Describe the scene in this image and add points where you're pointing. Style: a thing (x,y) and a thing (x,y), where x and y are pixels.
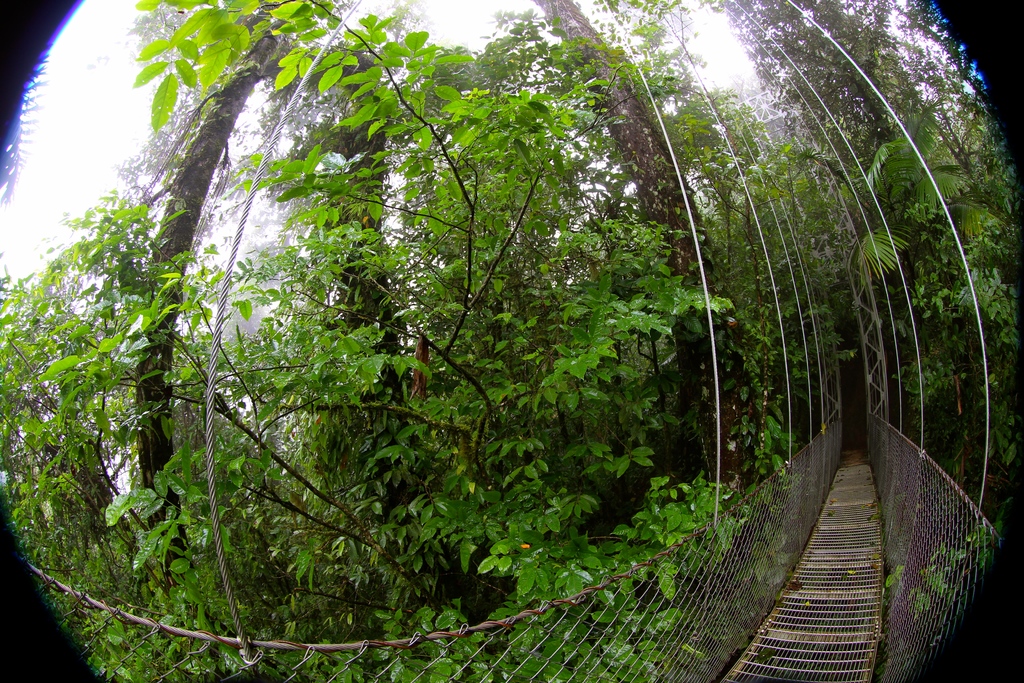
In this image there is a bridge (732,539) having fence (918,623). Background (75,341) there are few trees (478,224). Behind it there is sky (118,144).
